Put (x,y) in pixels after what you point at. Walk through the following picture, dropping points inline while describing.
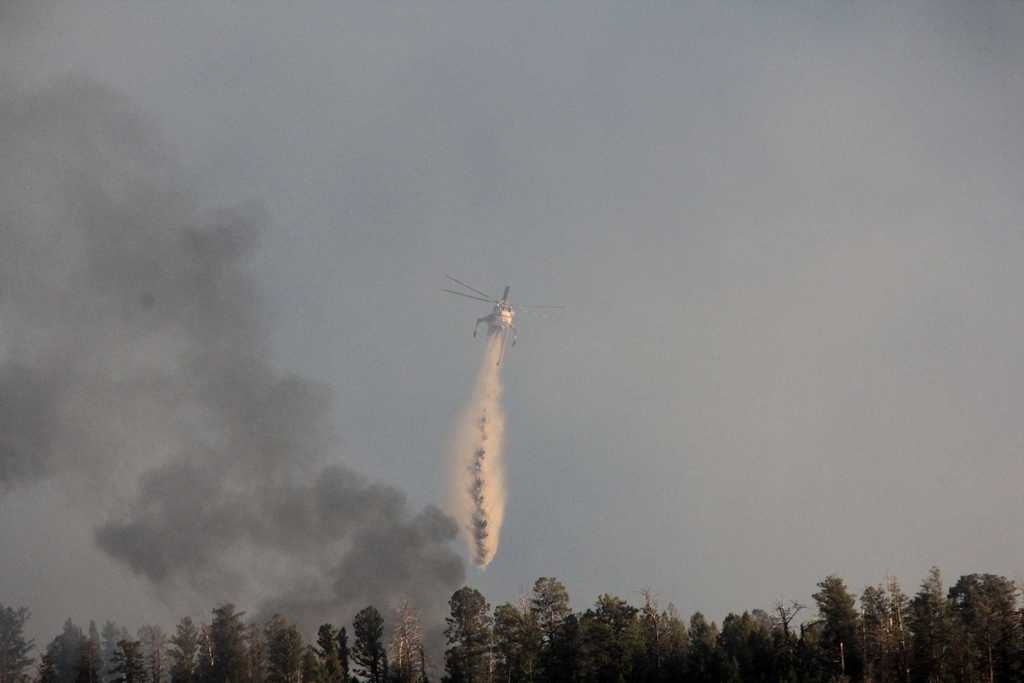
In the image we can see there is a helicopter (509,309) flying in the sky (533,318) and there is smoke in the air (465,236). There are lot of trees (572,664) and there is a hazy sky (556,218).
